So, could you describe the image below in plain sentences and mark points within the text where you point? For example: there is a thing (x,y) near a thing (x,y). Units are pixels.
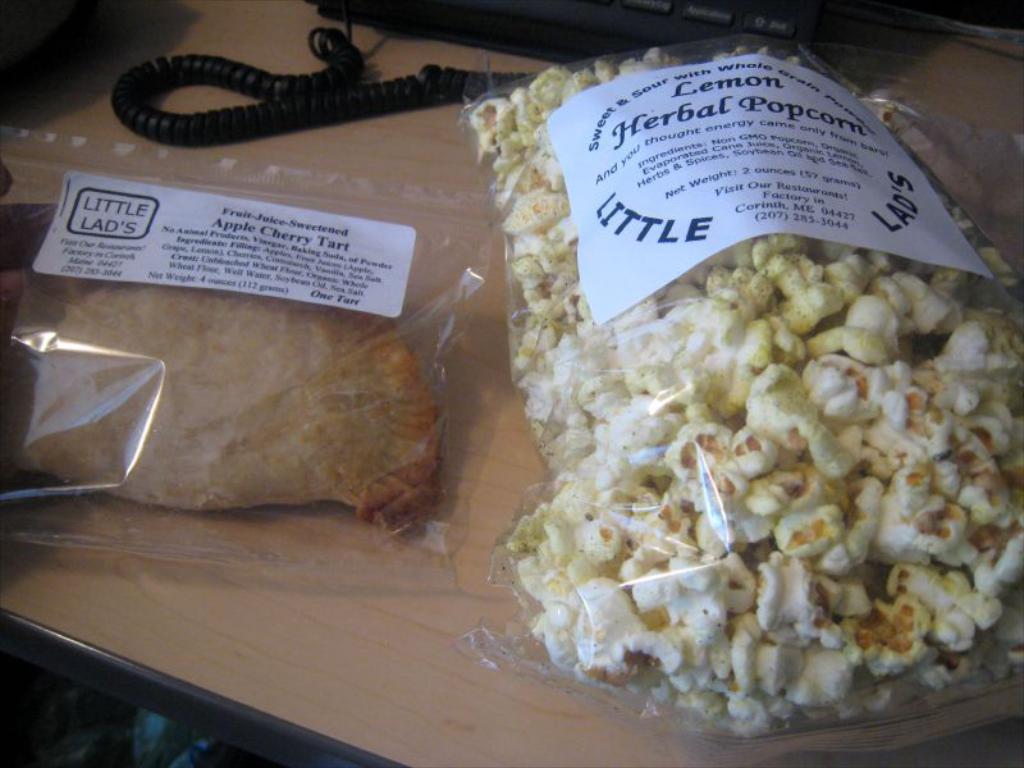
In this image we can see few objects (318,276) placed on a table (447,607).
